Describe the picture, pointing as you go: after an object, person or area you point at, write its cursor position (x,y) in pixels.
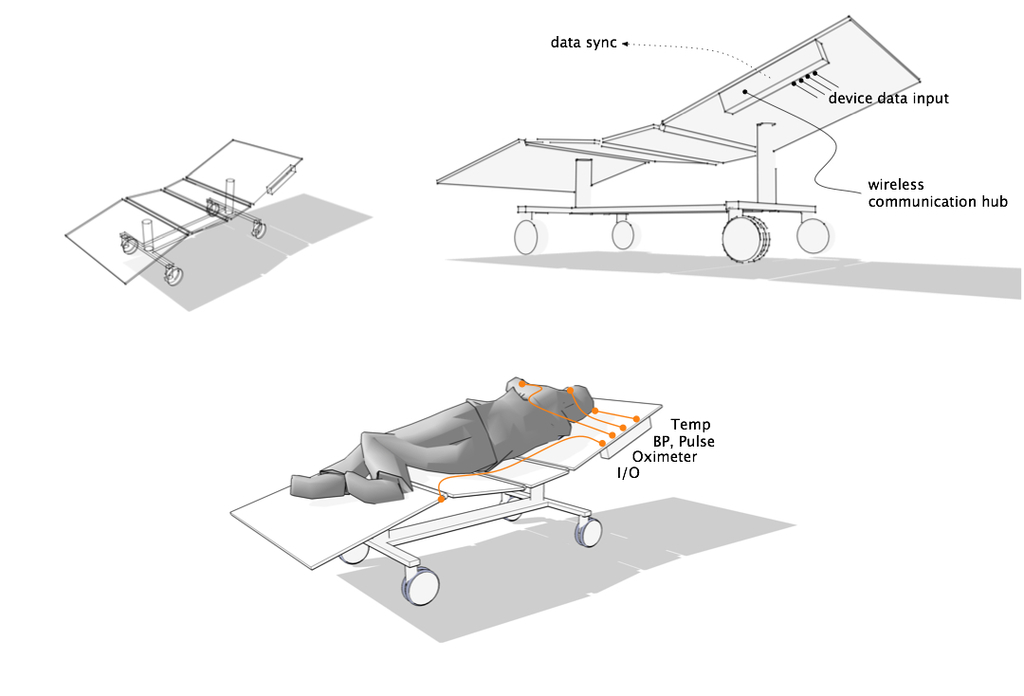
In the center of the image (582,449) we can see some drawing (505,440), in which we can see one person (326,489) lying on the wheel bed (502,495). And we can see two more wheel beds (749,258) and we can see some text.
